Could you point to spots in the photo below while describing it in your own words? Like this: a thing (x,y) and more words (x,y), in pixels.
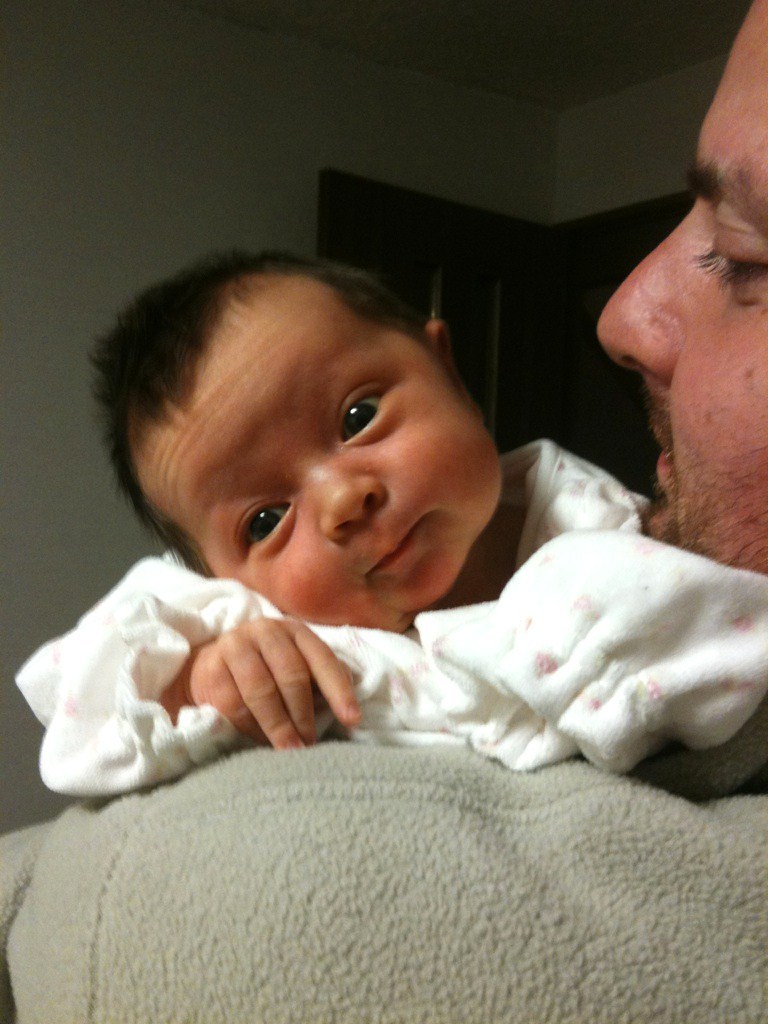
This image consists of a man (206,913) holding a small kid (339,450). The kid (281,663) is wearing white dress (119,737). The man (432,847) is wearing gray sweater (430,962). In the background (99,270), there is a wall (229,103) along with a door (527,330).
